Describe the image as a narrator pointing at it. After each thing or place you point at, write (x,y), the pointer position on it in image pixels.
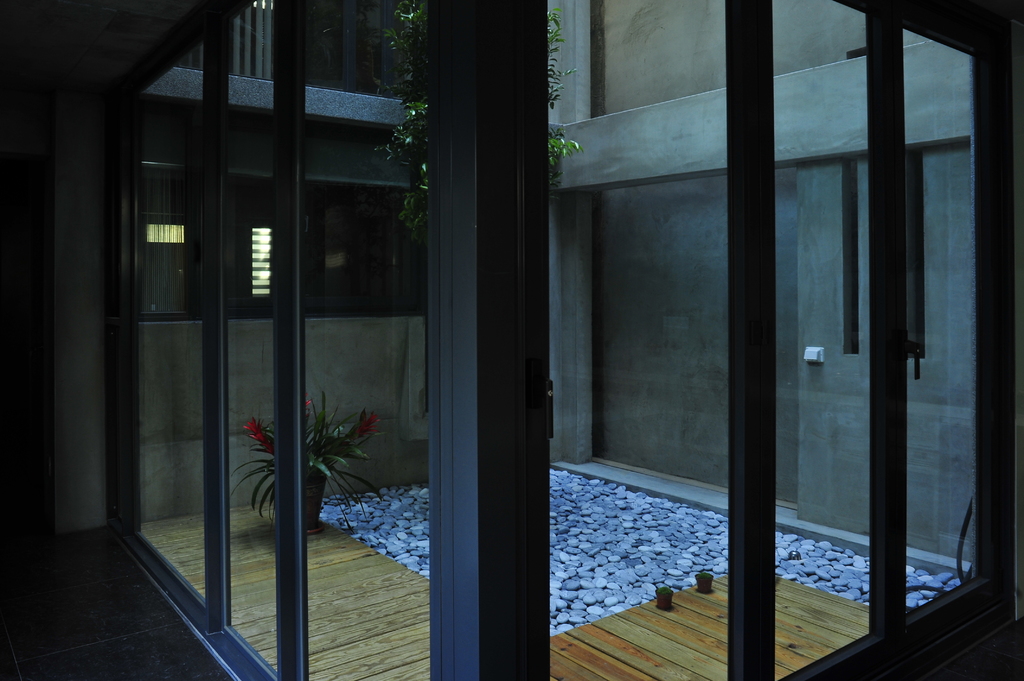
It is the glass wall (700,631), there are stones (592,535) in this, on the left side (318,421) there is a plant pot (330,473).
